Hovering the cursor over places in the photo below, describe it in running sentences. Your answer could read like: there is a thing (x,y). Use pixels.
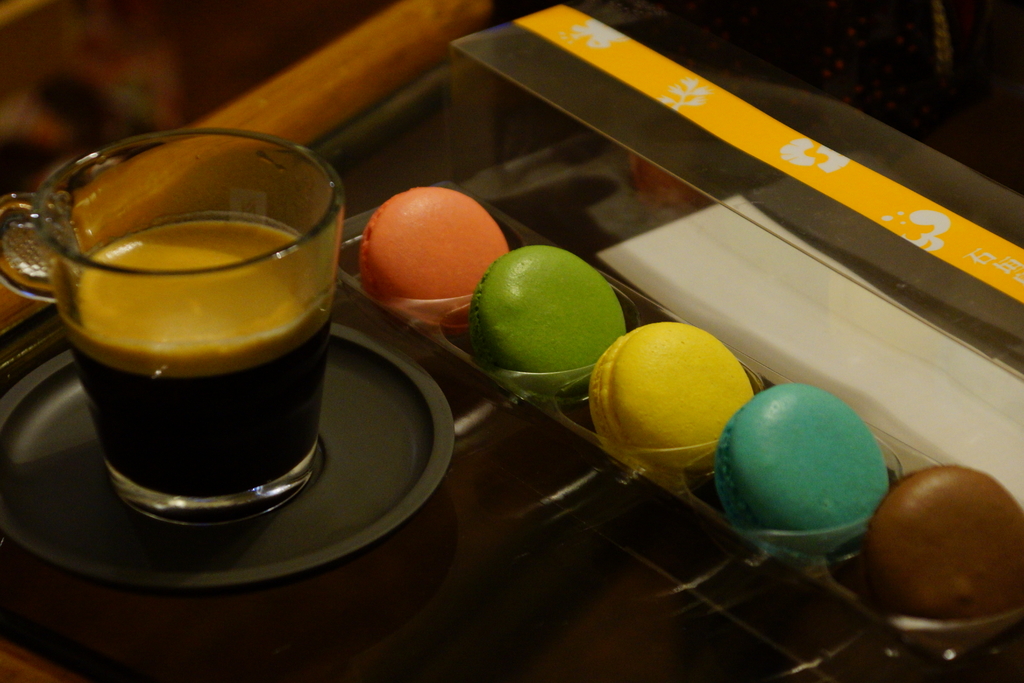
In this image there is a glass (221,356) with the coffee (197,357) in it. Beside the glass (271,369) there are macarons (748,417) which are kept in the box (545,394). The cup (304,360) is on the plate (271,516).
